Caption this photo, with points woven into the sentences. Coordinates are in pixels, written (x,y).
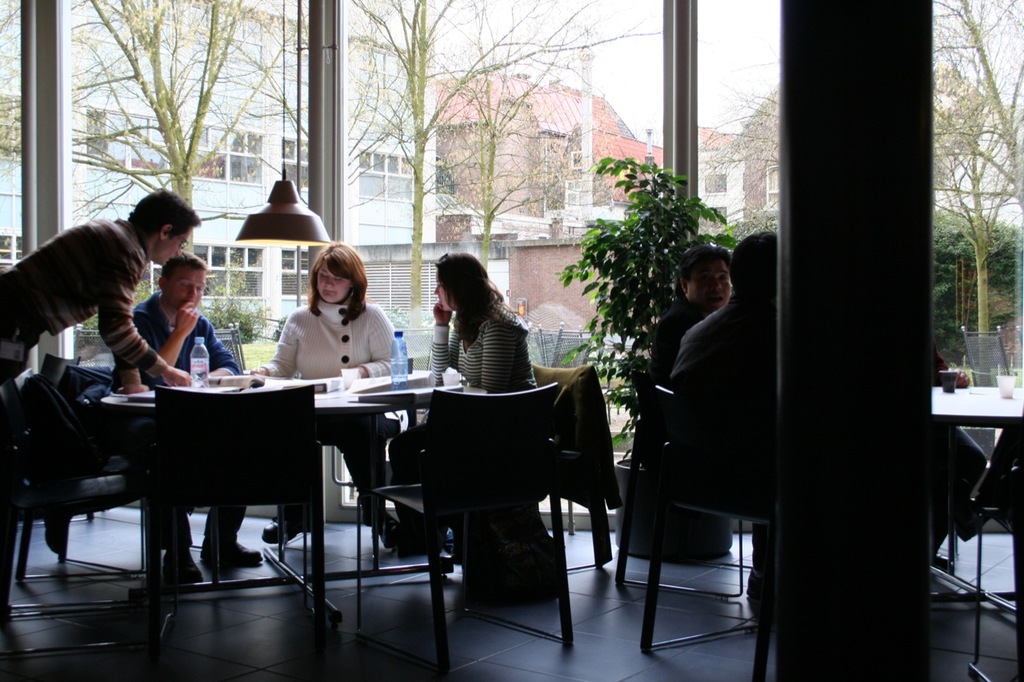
In this image we can see few persons (294,338) are sitting on the chairs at the tables (237,389) and on the left side (180,385) a person (185,373) is standing on the floor (45,619) and there are empty chairs (452,422) and plant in a pot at the glasses (132,177). Through the glasses (521,189) we can see buildings (566,160), trees (474,118), windows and sky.
